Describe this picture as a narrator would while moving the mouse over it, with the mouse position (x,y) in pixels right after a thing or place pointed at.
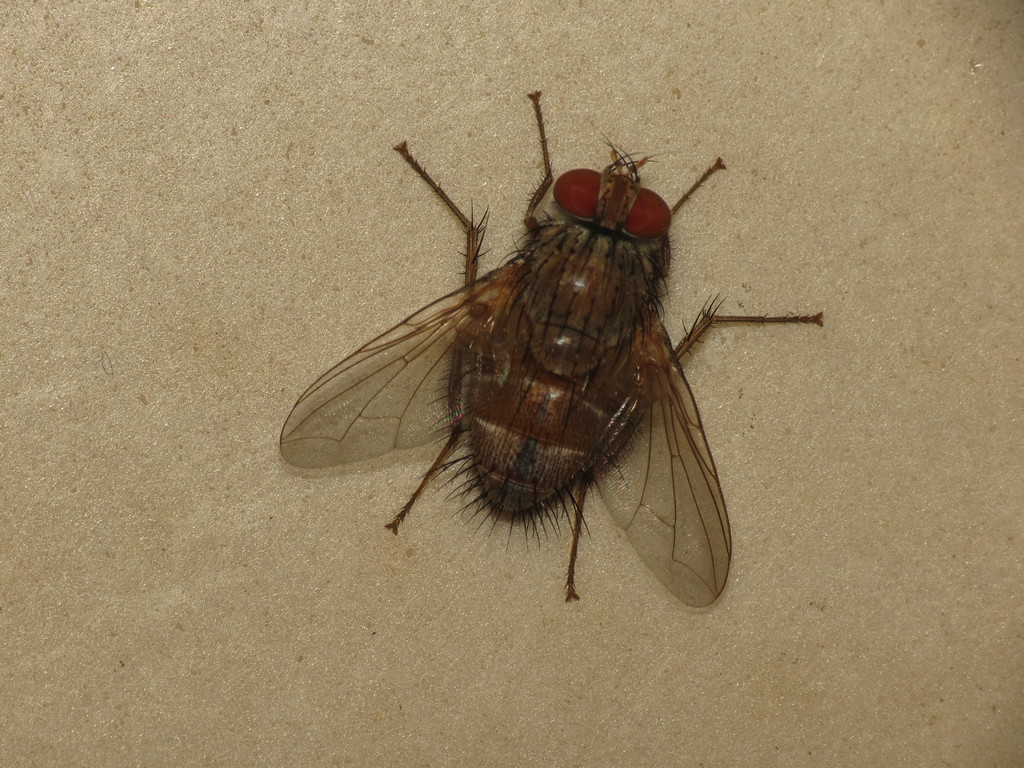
In this picture I can see a housefly (513,315) in the centre (589,497) and it is on the white color surface (239,137).
